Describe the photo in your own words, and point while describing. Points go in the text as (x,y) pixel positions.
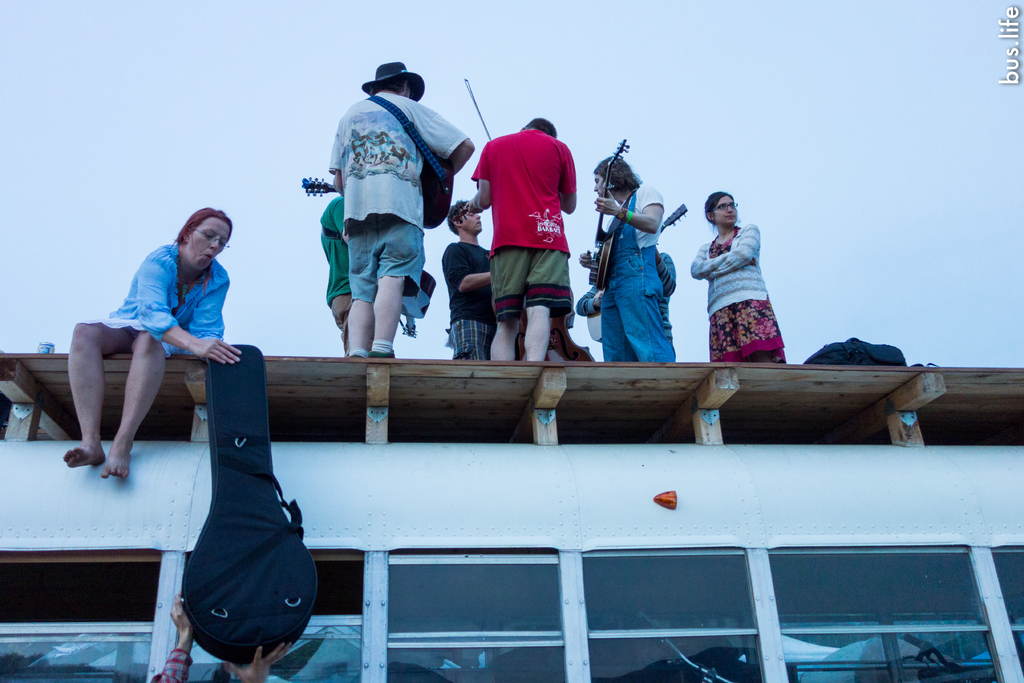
At the top of the picture (584,75) we can see sky (327,50) and here we can see few persons (510,293) standing and playing guitars (418,284). Here we can see one woman (148,392) sitting on a roof (585,371) and holding a guitar bag (263,486) in her hand (220,357). These are glass windows (621,629).
